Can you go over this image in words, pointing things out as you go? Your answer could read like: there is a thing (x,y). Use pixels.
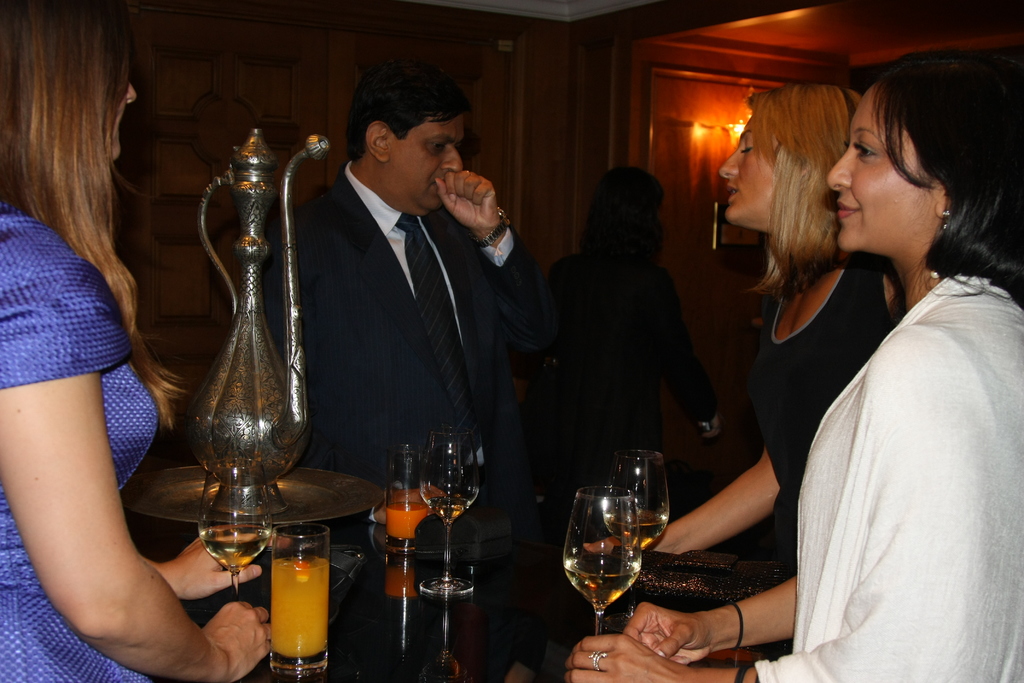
This picture shows few people (366,309) standing and we see glasses (598,515) and a jug (238,324) on the table (165,554) and we see lights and a woman (625,259) standing on the side.
